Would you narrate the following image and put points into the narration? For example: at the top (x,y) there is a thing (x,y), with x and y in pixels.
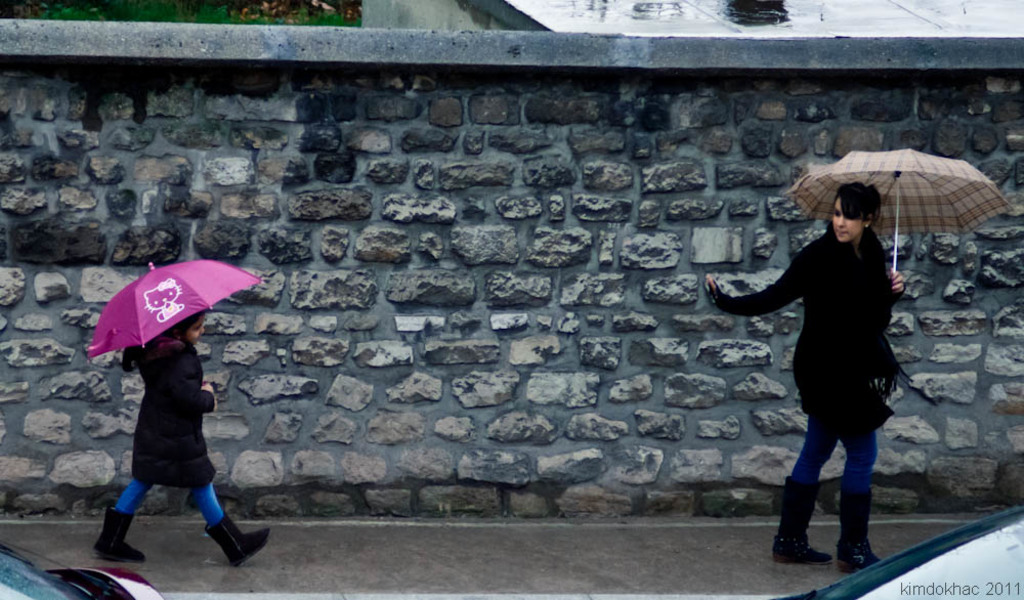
Here we can see two persons (817,452) holding umbrellas (126,290). There are vehicles (967,539). In the background (592,358) we can see a wall (541,241).
